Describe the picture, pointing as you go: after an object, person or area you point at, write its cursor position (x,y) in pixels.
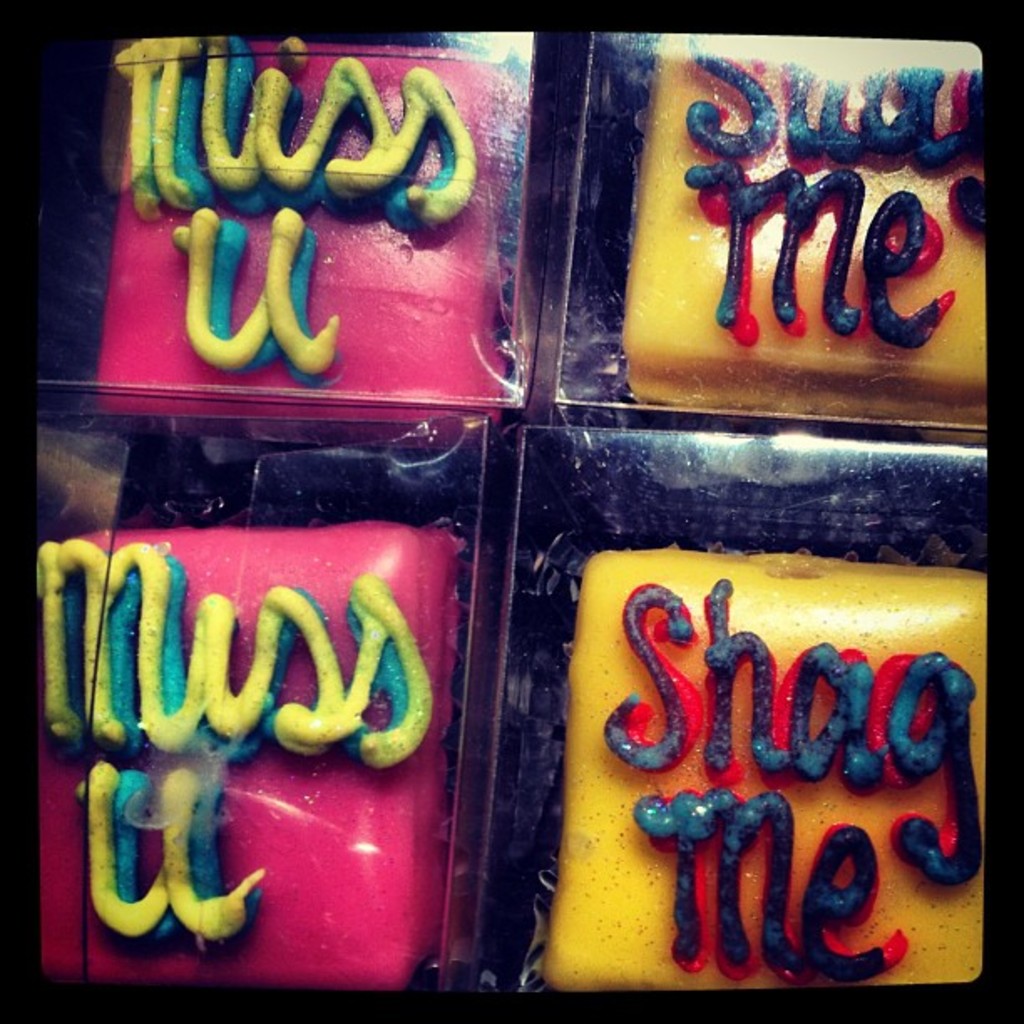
In this image I can see pink and yellow color cakes (756,674) and text (220,609). This image looks like a photo frame.
